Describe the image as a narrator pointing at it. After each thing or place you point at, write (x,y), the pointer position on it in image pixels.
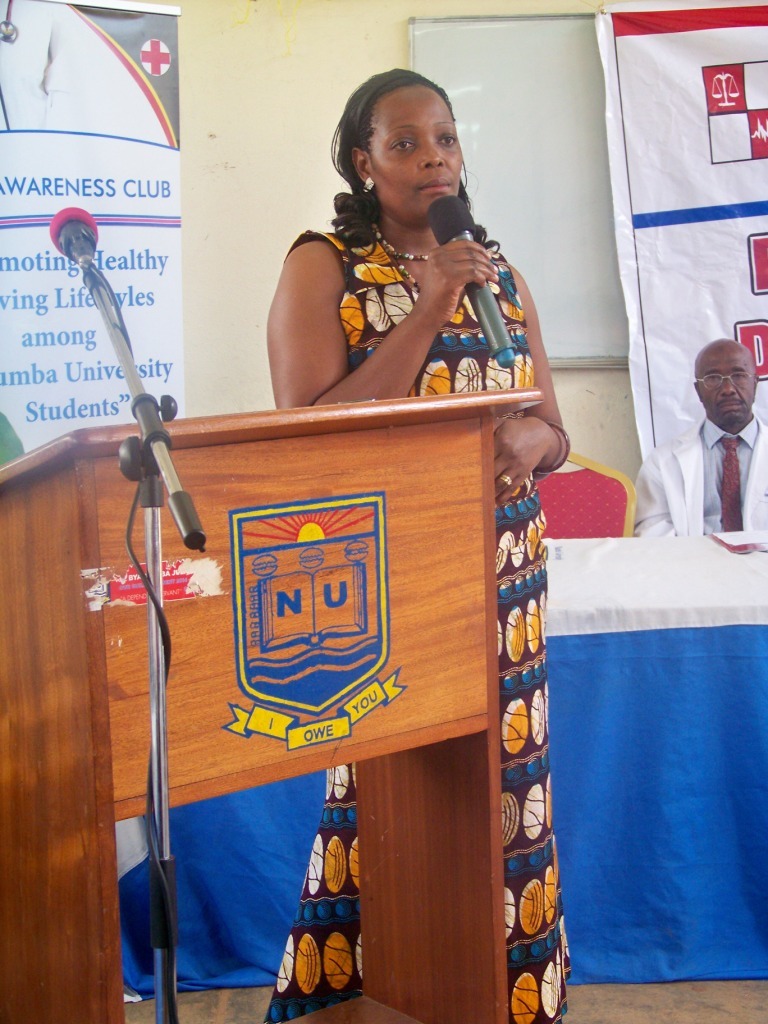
In this image there is a woman (526,643) standing. She is holding a microphone (482,302) in her hand (453,292). Beside her there is a wooden podium (218,487). There is a logo (299,653) on the podium (296,678). In front of the podium (140,597) there is a microphone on its stand (157,668). Behind her there is a table (661,584). There is a cloth (602,603) spread on the table (606,688). There are chairs (579,494) behind the table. To the right (666,479) there is a man (678,490) sitting on the chair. Behind them there is a wall (233,249). There are banners (54,160) hanging on the wall (221,249). In the center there is a whiteboard (516,139) on the wall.
